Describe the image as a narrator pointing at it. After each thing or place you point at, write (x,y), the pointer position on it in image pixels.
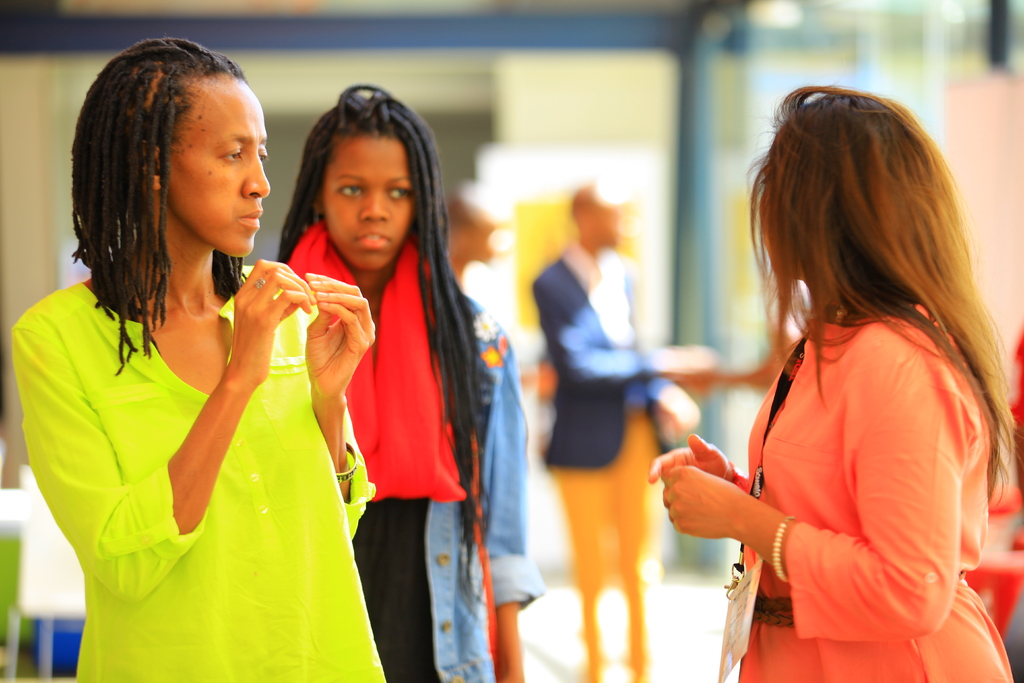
In this image we can see people (508,485) standing on the floor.
